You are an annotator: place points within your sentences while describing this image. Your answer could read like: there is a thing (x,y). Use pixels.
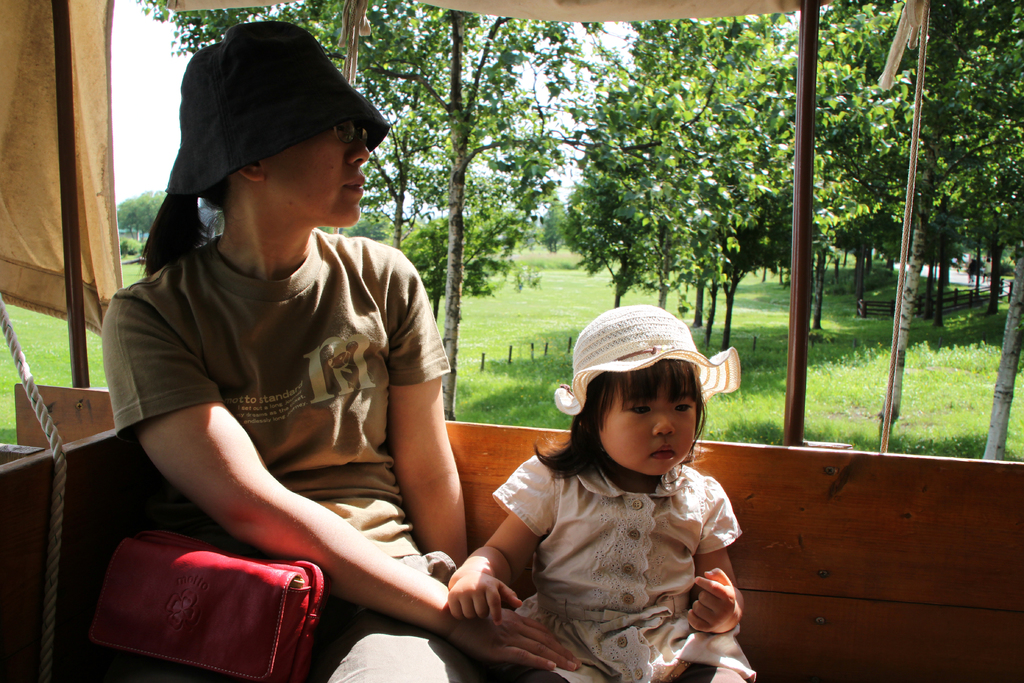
In this image there is a woman (320,405) who is wearing the black cap (283,98) and spectacles (348,133) is sitting in the vehicle (464,483). Beside the woman (375,524) there is a small kid (643,594). There is a red color bag (221,549) beside the woman (395,397). In the background (640,161) there are trees (621,191). On the ground (517,326) there is grass (517,335). On the left side (18,187) there is a rope (44,402) and a curtain (32,181).
